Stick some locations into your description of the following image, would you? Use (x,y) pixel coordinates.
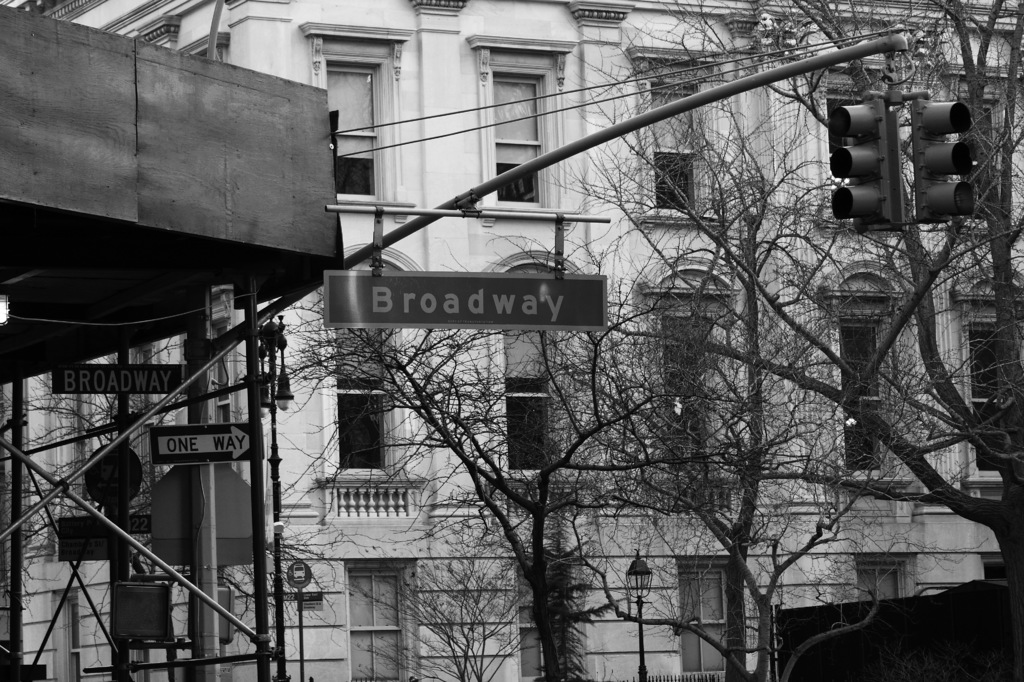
In this image we can see a black and white picture of a building (509,242) with windows (362,160). To the left side of the image (260,338) we can see a metal container (231,210), group of poles (240,334), signboards (488,325) with text (446,309). To the right side of the image (933,164) we can see traffic lights (929,135), a group of trees (672,624) and the light poles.
